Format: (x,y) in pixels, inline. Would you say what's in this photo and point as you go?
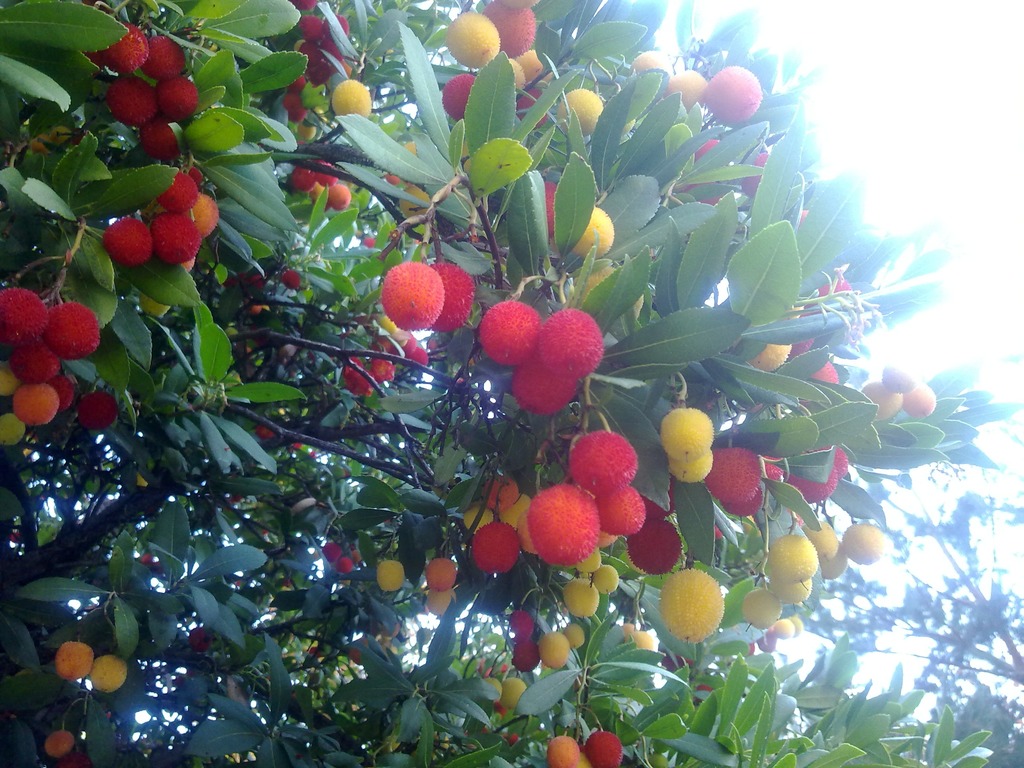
In this image we can see some trees (698,327) with so many fruits (536,520).
